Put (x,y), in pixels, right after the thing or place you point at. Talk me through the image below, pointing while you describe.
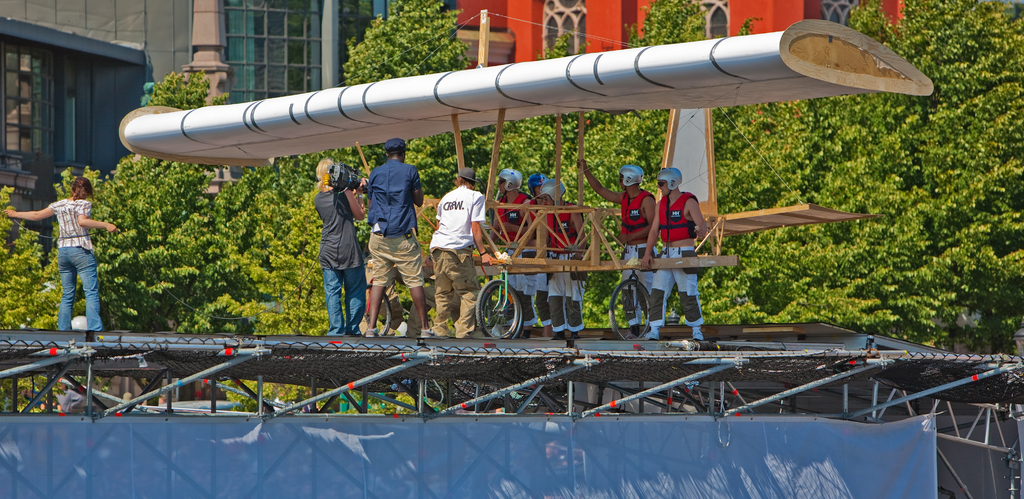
In this image I can see there are few persons (676,215) standing on the roof (77,340) and on the left side (45,211) I can see a woman (64,274) standing on the roof (33,331) and I can see a vehicle (575,247) and background (864,240) I can see building (2,69) and trees (948,193) and I can see a camera (352,179) holding a person (328,215) in the middle (343,244) at the bottom (339,382) I can see fence (549,465).
